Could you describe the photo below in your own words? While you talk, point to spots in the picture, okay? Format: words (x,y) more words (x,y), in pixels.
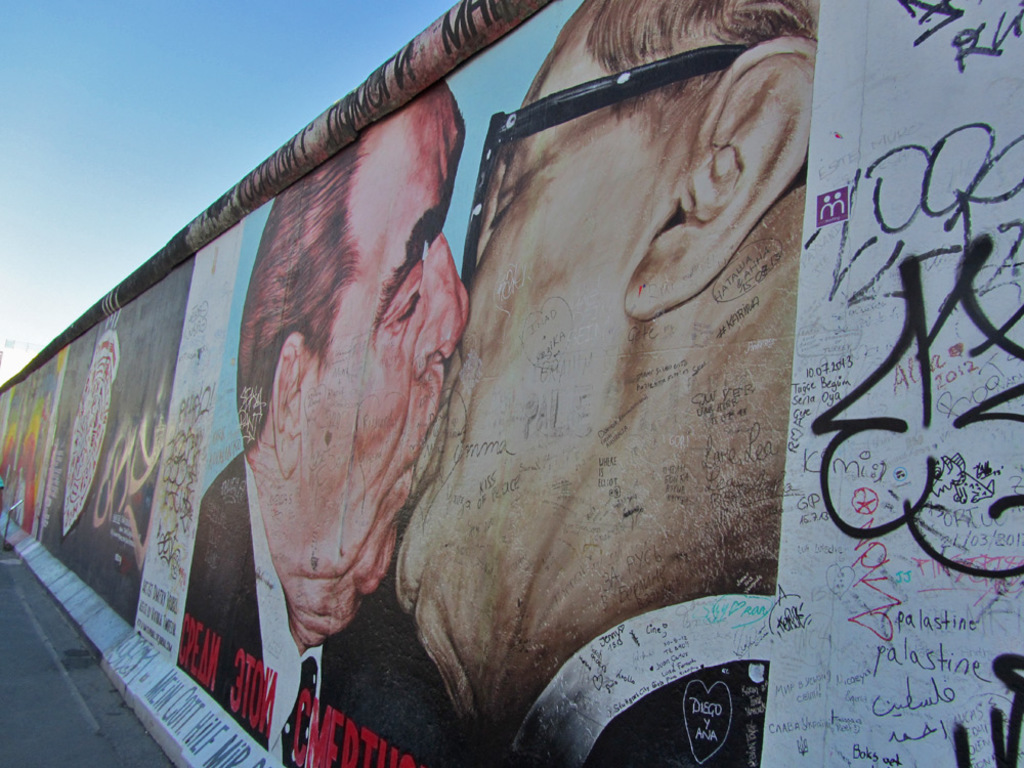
In this picture we can see a wall (492,544), here we can see posters (196,591) and graffiti (696,634), we can see two persons (466,404) here, there is the sky (89,99) at the top of the picture (104,86).
